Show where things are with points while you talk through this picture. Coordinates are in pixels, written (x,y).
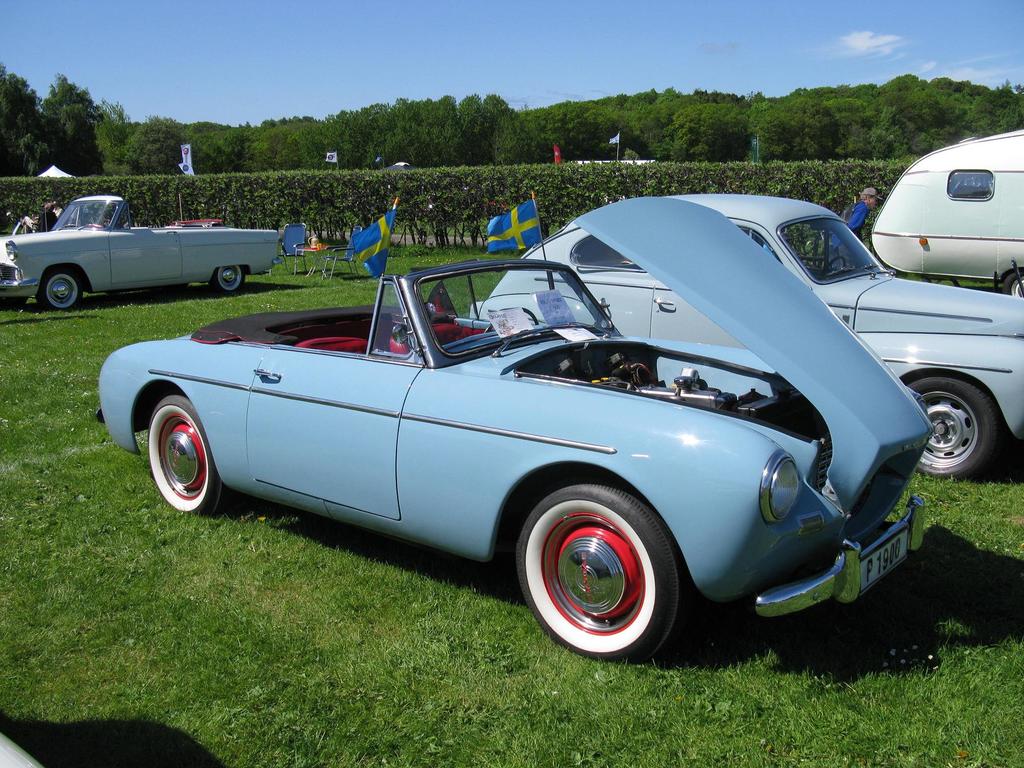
In this image there are a few cars (612,357) parked on the grass surface (449,259), beside the cars (526,287) there are tables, chairs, flags (523,229) and few people (862,208). On the tables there are some objects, behind them there are bushes (405,177), flags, tents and trees (542,111). At the top of the image (885,44) there are clouds (928,66) in the sky (795,70).
